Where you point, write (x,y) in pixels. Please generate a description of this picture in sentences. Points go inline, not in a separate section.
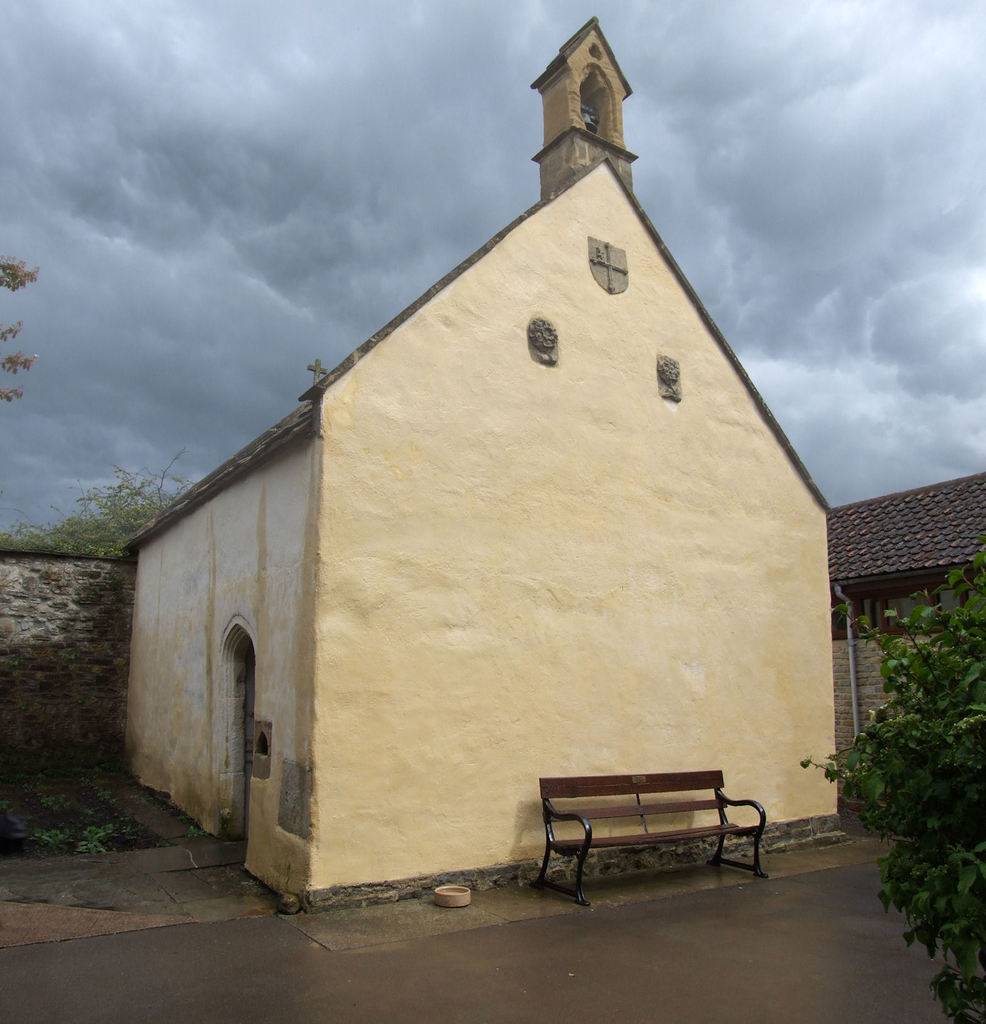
In this picture I can see houses (547,566) and trees (881,820) and a bench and I can see a bowl (465,896) on the ground (424,905) and a cloudy sky (351,193).
